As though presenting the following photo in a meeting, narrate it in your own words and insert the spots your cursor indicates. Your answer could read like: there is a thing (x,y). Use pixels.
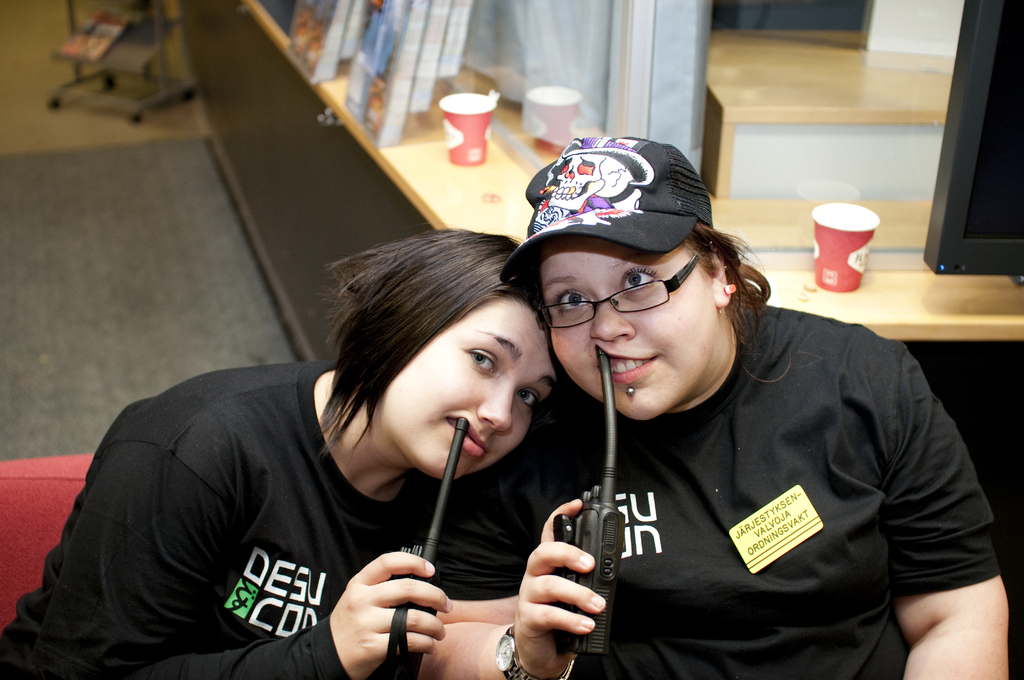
In this picture we can see two women (613,377) kept objects (609,411) in their mouths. We can see a woman (653,284) wearing a cap (630,245), spectacle (596,302) and some text (761,525) is visible on a yellow surface (747,553). We can see a chair (52,477) on the left side (11,488). There are a few cups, books (424,96), black object (1023,211) and other objects (118,49) are visible in the background (675,39). We can see some reflections (611,37) on the glass object (631,34).
